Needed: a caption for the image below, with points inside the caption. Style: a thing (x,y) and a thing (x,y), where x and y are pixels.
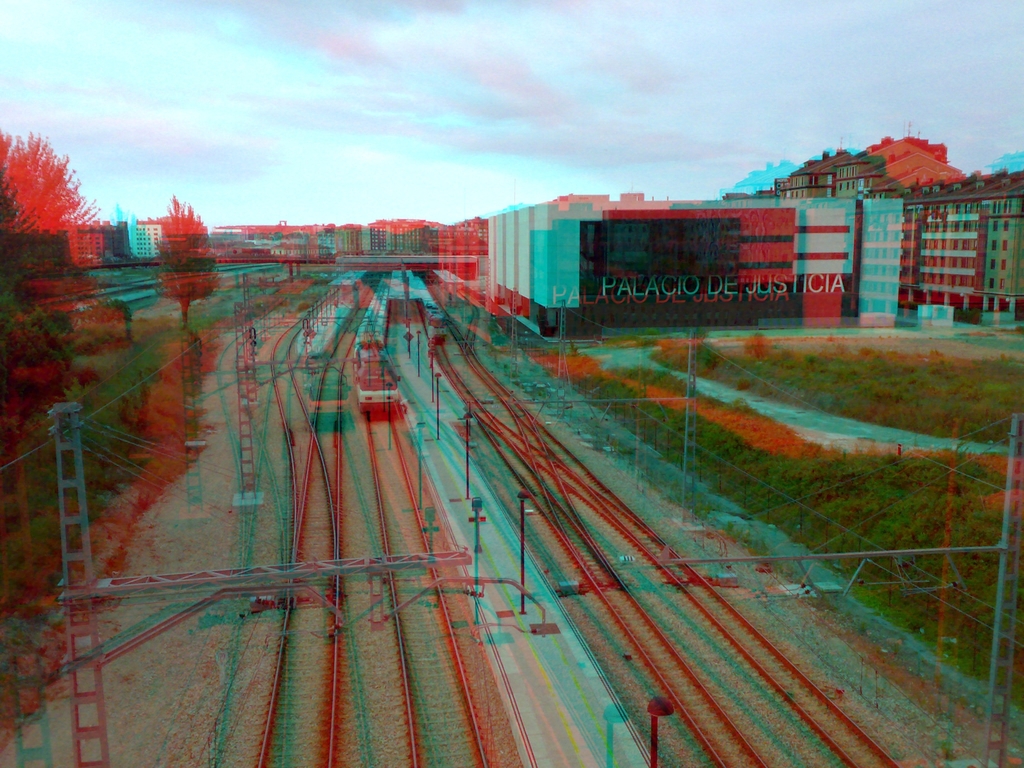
This is an outside view of the image. In this image, in the middle (383,398), we can see a train (379,410) which is moving on the railway track (345,635). On the right side (1019,537) and left side (89,591), we can see some metal poles (990,551). In the middle of the image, we can see some metal poles (522,495) which are placed on the land (494,704). On the right side (755,364) and left side (8,286), we can see some trees (1,400) and plants (729,411). In the background (651,234), we can see some buildings (612,236), trees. At the top (385,70), we can see a sky (415,120) which is cloudy.
